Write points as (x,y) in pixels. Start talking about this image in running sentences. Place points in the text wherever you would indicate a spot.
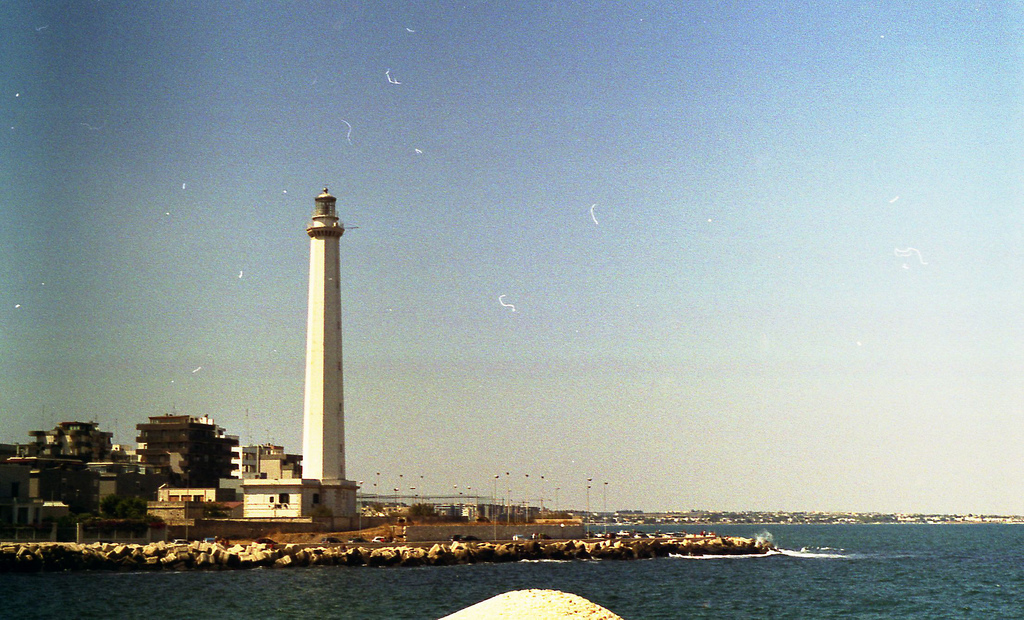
In this image I can see the water (630,583), background (183,492) I can see few stones (504,547), buildings (252,464) and I can also see the lighthouse (350,512). Background (8,299) I can see few light poles (507,518) and the sky (520,287) is in blue and white color.
